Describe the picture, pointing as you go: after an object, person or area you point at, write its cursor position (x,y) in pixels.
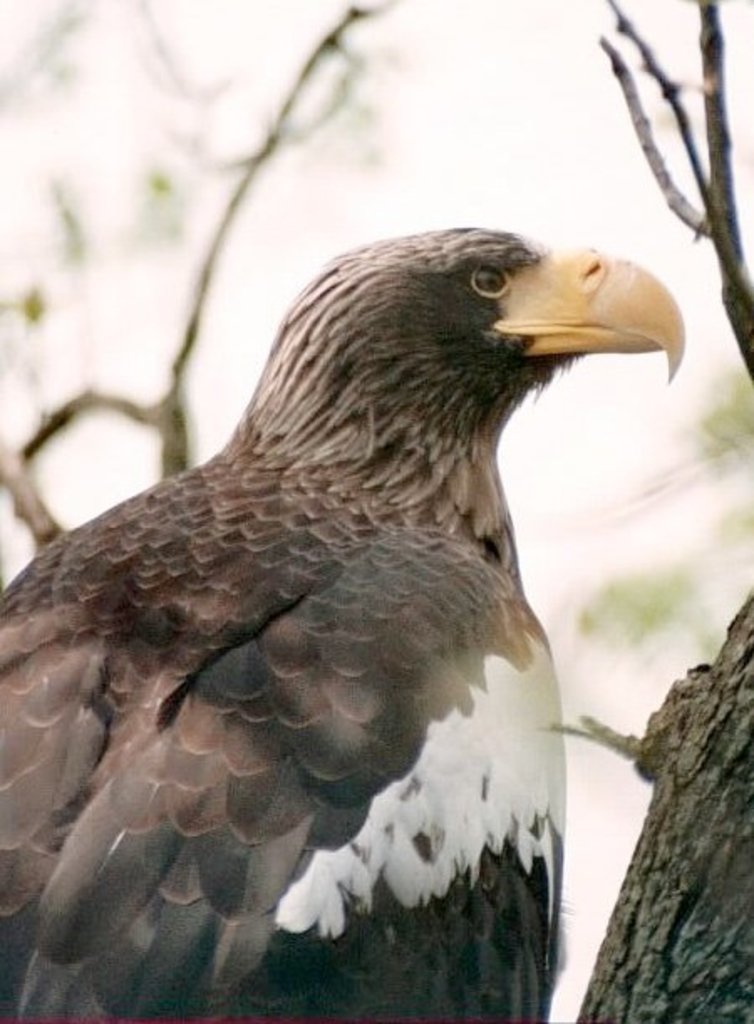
In the image there is an eagle (380,660) with black and white color. And the eagle beak (584,278) is in yellow color. In the background (282,103) there are branches (113,410).
